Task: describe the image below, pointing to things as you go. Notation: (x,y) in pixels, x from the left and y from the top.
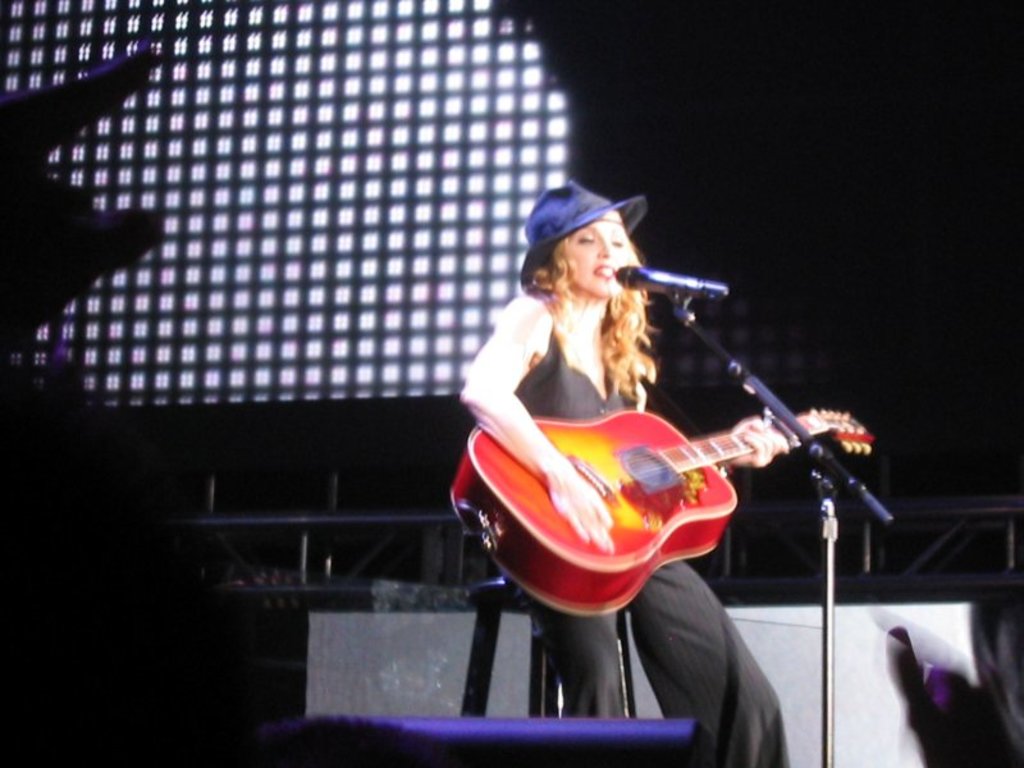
Background (911,406) is dark. Here we can see one women (597,215) wearing a blue colour hat (577,203), sitting in front of a mike (627,267) singing and playing guitar (674,485).
